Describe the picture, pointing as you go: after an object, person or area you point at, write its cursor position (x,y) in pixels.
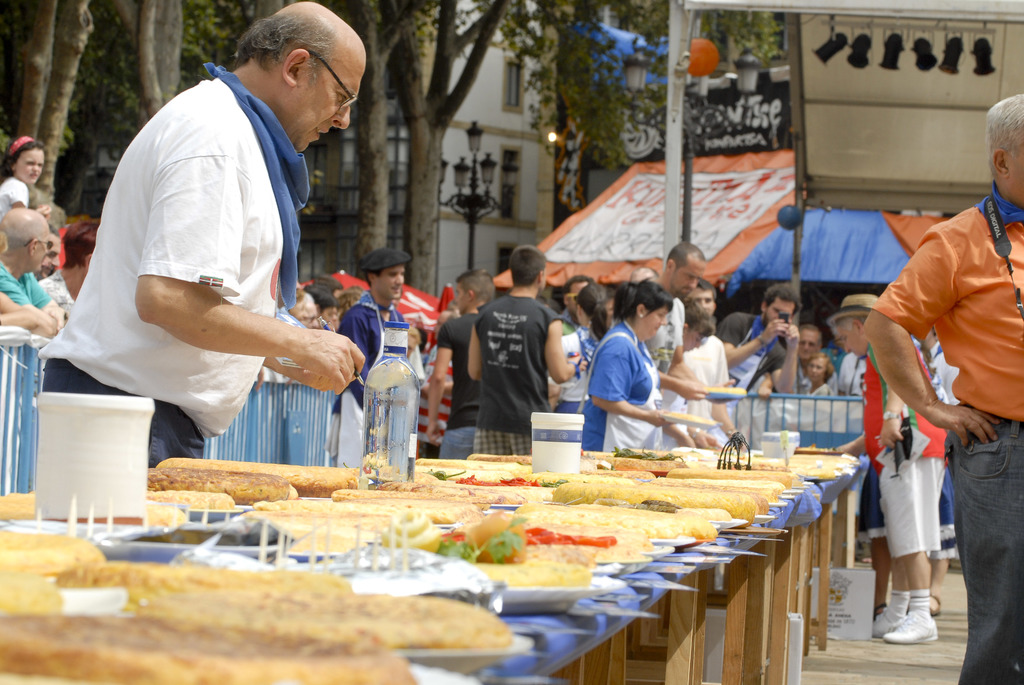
In this image there are two persons (347,387) standing in front of the table (667,598) and on top of the table (383,546) there are food items (452,518). Behind them there is a metal fence (247,402). At the back side (58,238) there are few people (63,239) standing on the road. In the background (537,187) there are lights (491,175), trees (411,68) and buildings (473,117).
